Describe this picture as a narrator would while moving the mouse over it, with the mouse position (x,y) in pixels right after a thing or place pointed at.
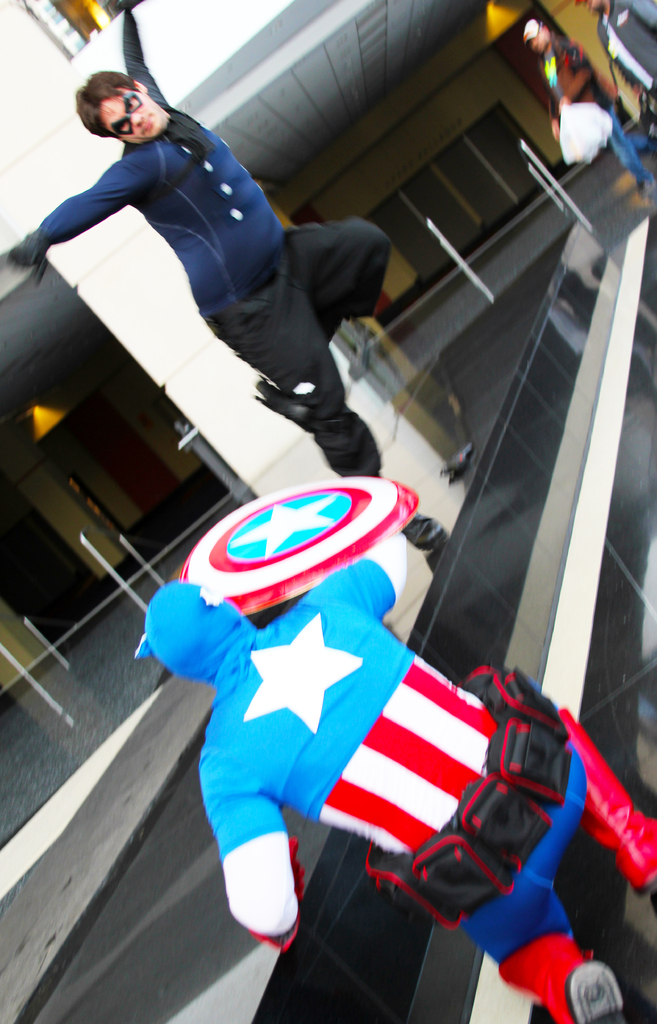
Here in this picture in the front (320,546) we can see two men (344,594) wearing costumes (459,843) on them and the person (485,829) in the front (420,777) is running with a shield (306,523) in his hand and the other person (247,239) is jumping onto him and behind them also we can see other people (642,69) standing and watching them and behind them we can see a building (389,345) present over there.
